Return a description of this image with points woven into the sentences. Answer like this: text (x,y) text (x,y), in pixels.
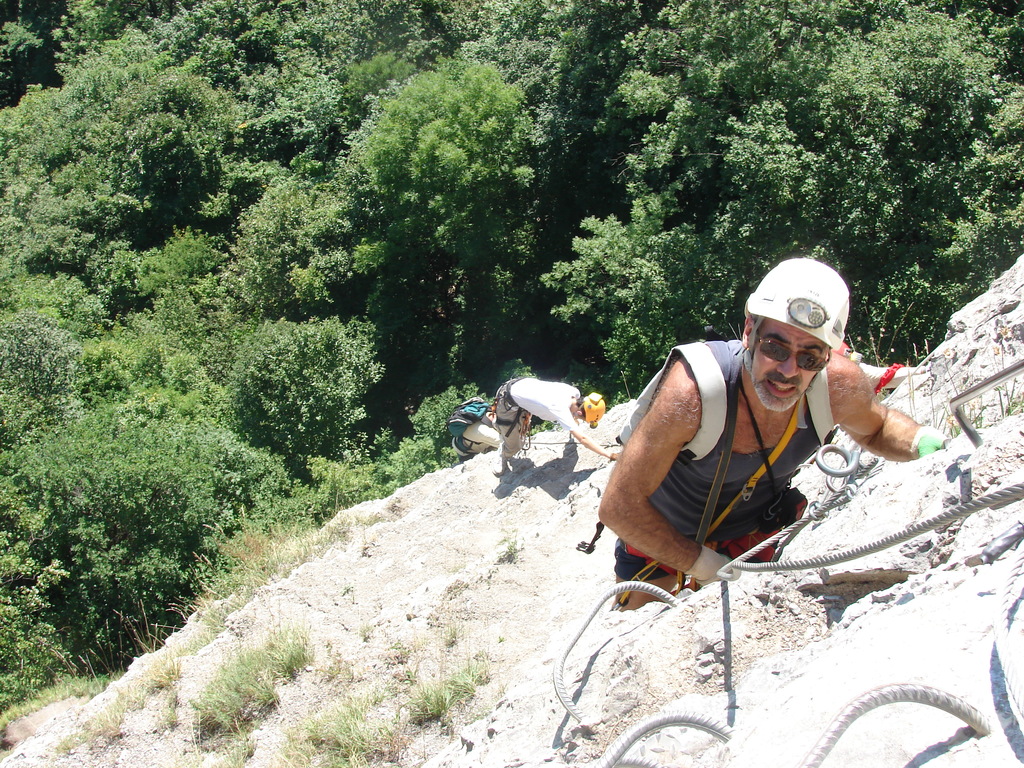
In this picture I can see a man (868,449) in front (837,381) and I see few ropes (837,557) near to him and behind him I see a person (479,442) and I see the grass (252,545). In the background (101,256) I can see number of trees (393,129).
